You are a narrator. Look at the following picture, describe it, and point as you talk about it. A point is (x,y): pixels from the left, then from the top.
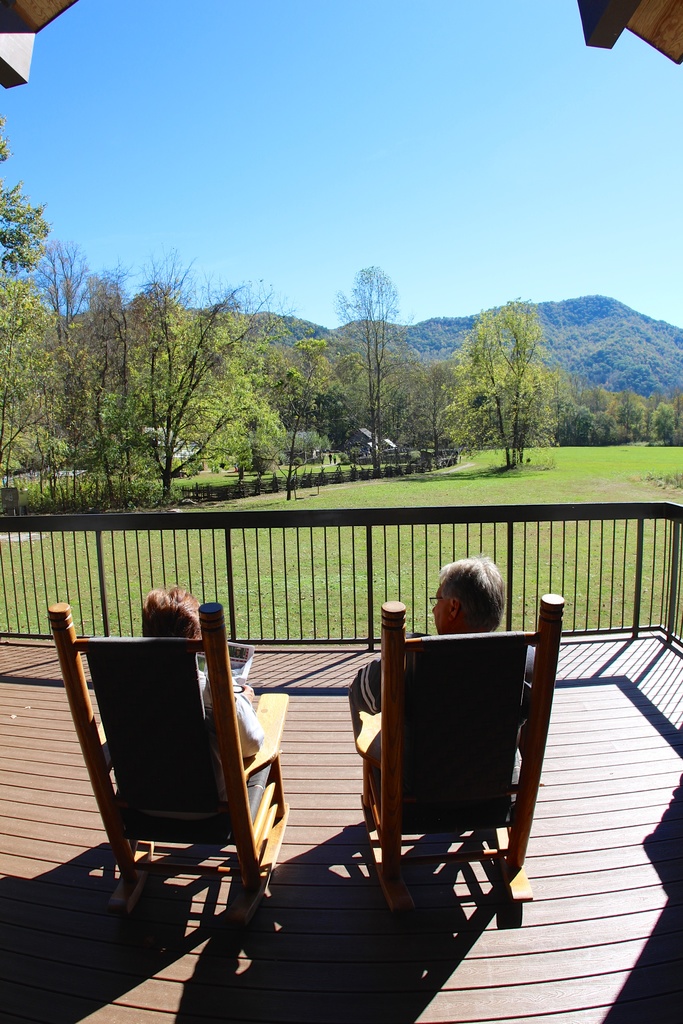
In this there is a floor (450,924) which is in brown color, There are two chairs (236,807) which are in yellow color and there are two people (371,688) sitting on the chairs (275,714) and there is a fence (56,586) which is in black color and in the background (148,460) there are some trees (284,413) which are in green color and there is a sky (356,175) in blue color.
